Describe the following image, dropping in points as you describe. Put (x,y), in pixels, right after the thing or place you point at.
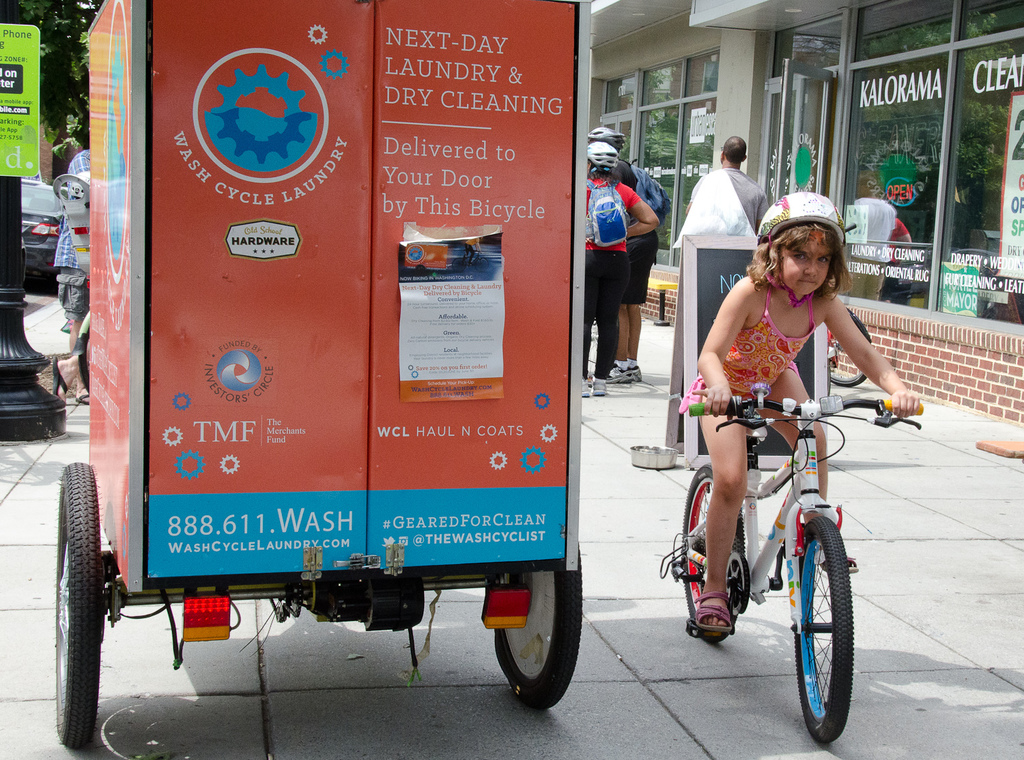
This is an outside view. On the left side (277,442) there is a vehicle (223,406). On the right side of the image (746,211) few people (659,213) are standing. Just beside this vehicle (551,441) there is a girl (747,372) is riding the bicycle (795,538). In the background (842,85) I can see a building (893,79).
